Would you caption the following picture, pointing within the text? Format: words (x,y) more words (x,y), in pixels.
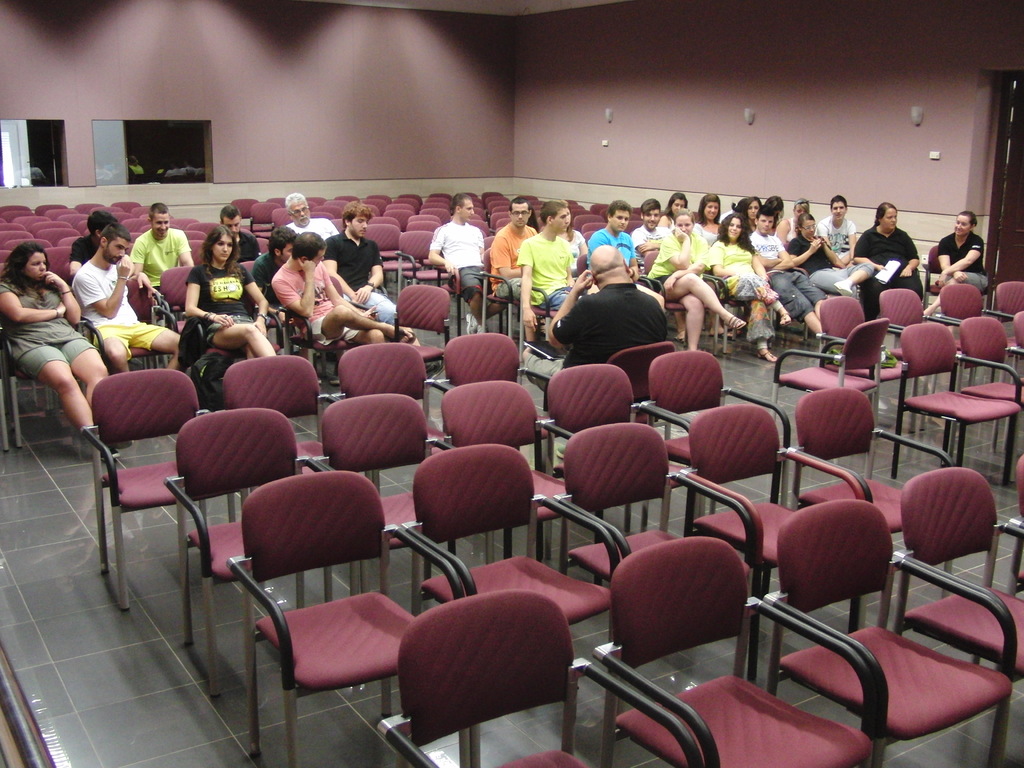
In this picture there are group of people (93,258) those who are sitting on the chairs (2,227), there are two windows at the left side of the image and there is a door (1023,93) at the right side of the image (999,105).
